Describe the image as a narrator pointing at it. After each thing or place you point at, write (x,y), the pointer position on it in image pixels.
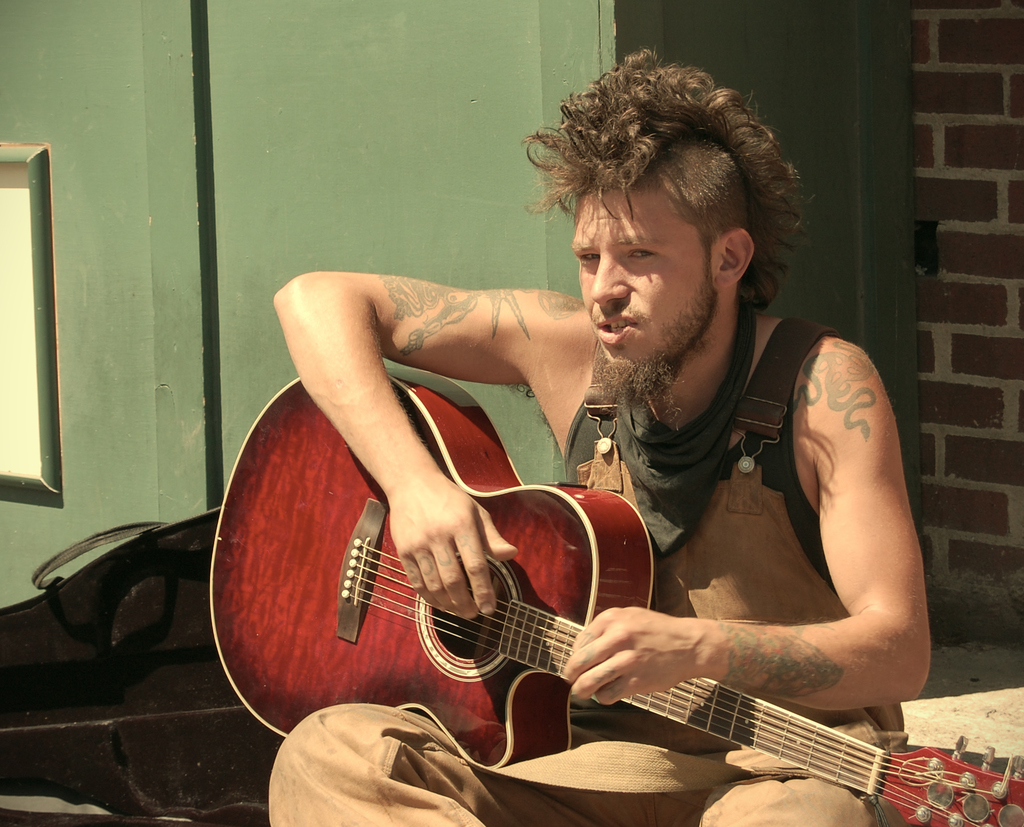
In a picture there is a one person (705,633) sitting and holding a guitar (545,585), he is wearing a jumpsuit (760,552) behind him there is a brick wall (929,347) and a green colour wall (232,225), beside him there is a guitar bag (139,643). The person (487,546) has tattoos (842,388) on his body (576,363).
